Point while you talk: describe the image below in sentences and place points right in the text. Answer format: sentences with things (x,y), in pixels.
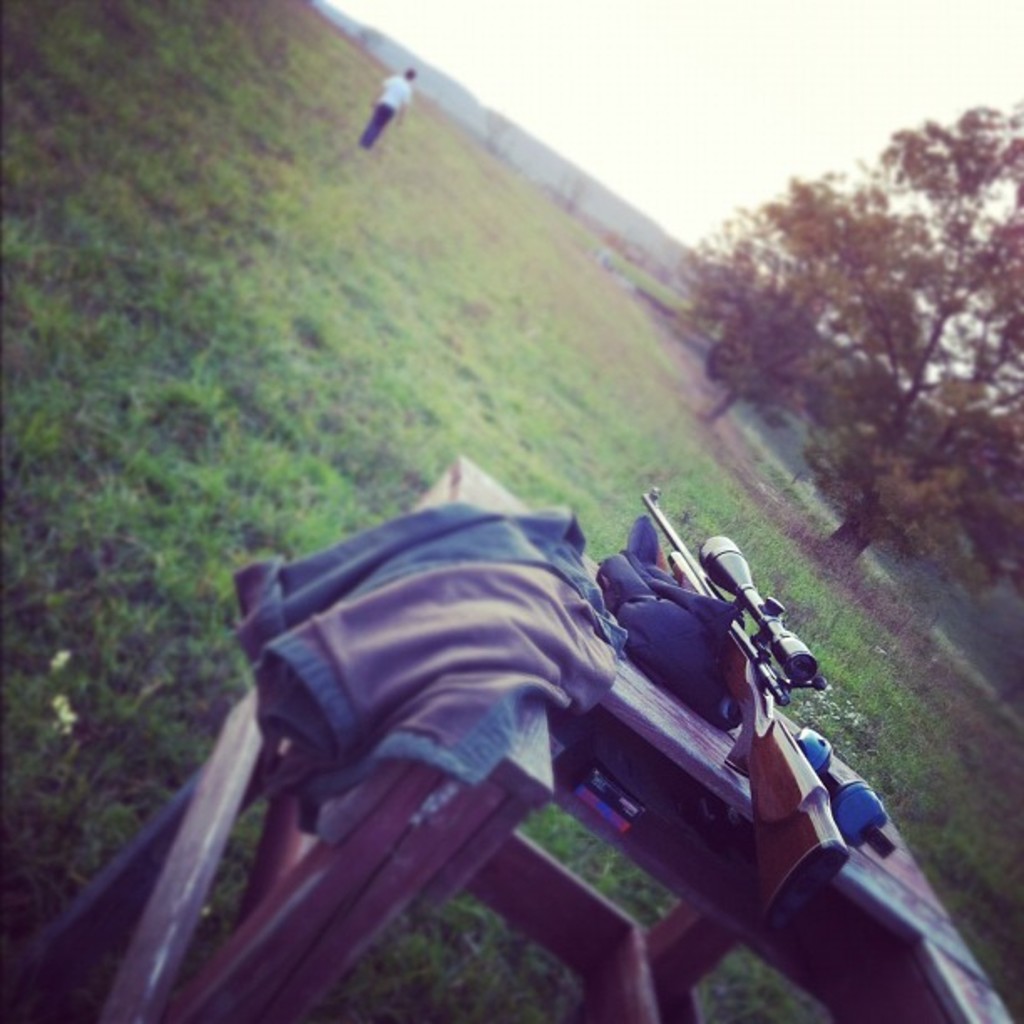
In the foreground (827,737) we can see a gun (783,646) and headphones (858,798) are placed on the table (627,671). In the background (793,327), we can see a person (376,112) standing on the ground (518,298), trees (796,340) and the sky (672,108).
